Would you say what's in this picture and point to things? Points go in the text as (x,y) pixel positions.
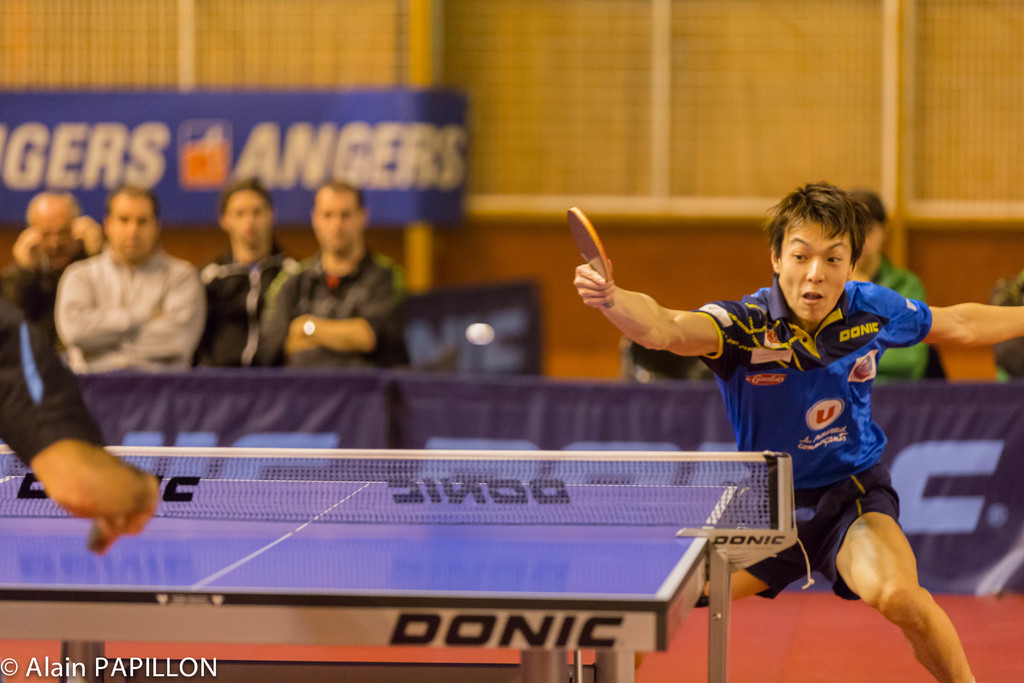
This is a table tennis board (259,560). This is a net (637,477). He is a man (836,261) who is holding a bat (604,243) in his hands (611,292). There are a four people (360,259) on the left side (337,339) watching a game.
